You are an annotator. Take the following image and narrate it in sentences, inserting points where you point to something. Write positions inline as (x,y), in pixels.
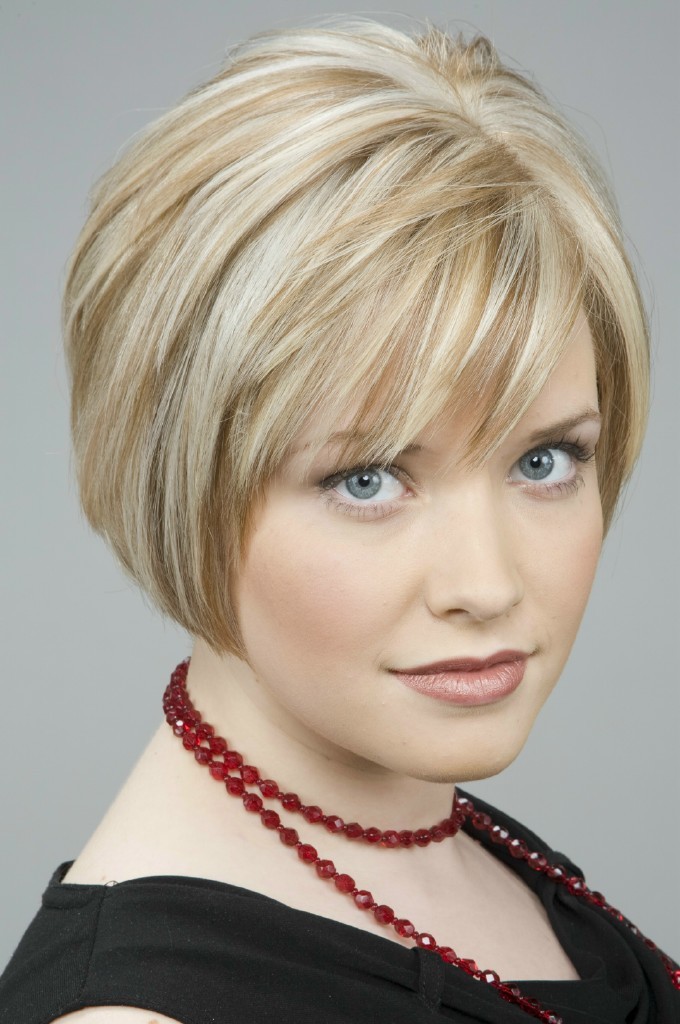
This is the picture of a lady (357,887) in black top (537,983) and also we can see a chain (324,819) around her neck (311,798) which is in maroon color.
